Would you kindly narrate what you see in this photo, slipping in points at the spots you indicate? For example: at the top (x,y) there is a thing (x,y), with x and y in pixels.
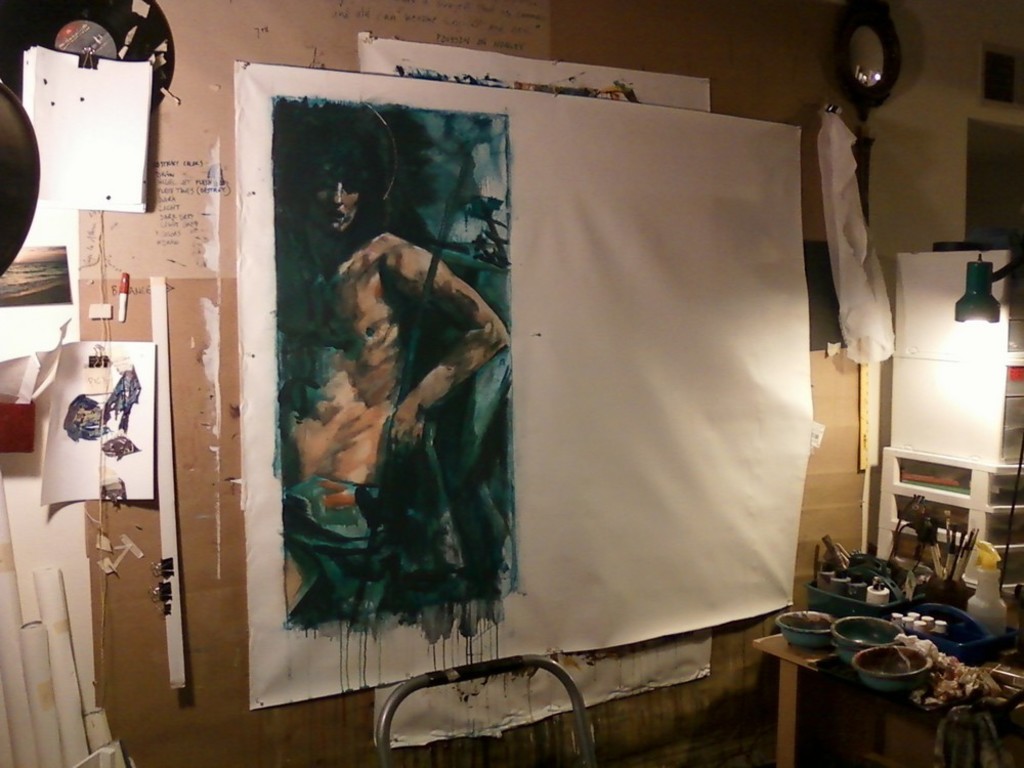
In this image there is a wall (258,49). There are papers (147,178) and charts (578,192) sticked on the wall (159,186). There are paintings (379,344) on the charts (371,382). In the bottom right (837,664) there is a table (848,674). There are bowls (877,641), brushes (938,563), paint bottles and a cloth (976,673) on the table (972,670). Above it there is a table lamp (982,295). Beside it there is a cupboard (962,475).
